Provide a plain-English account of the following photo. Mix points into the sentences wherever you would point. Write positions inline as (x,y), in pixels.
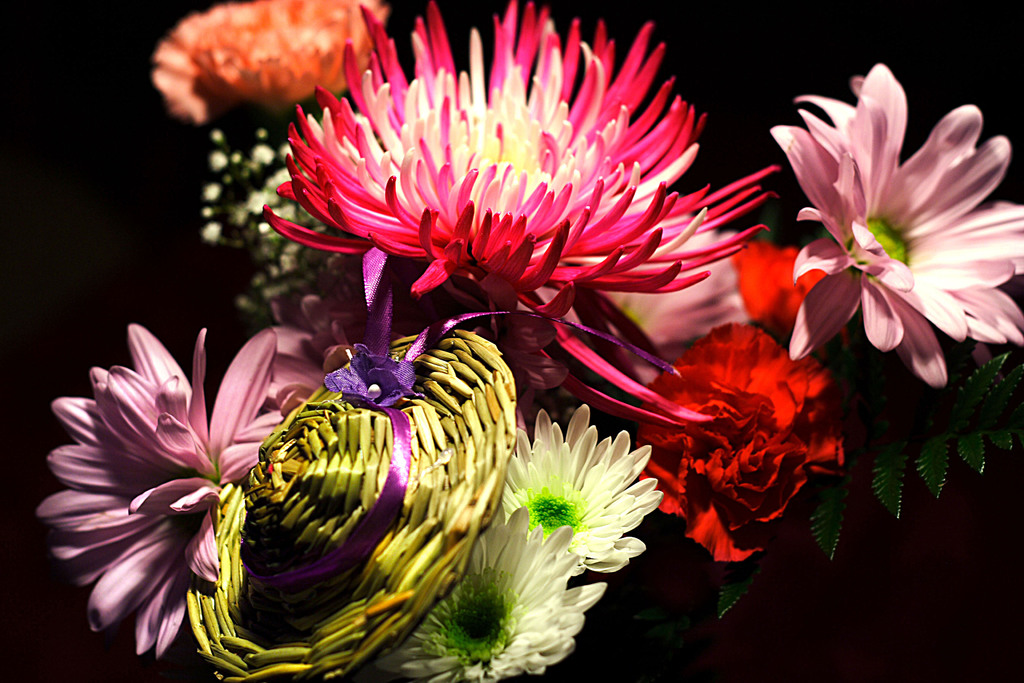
In this image the background (899,617) is dark. In the middle of the image (644,309) there is a bouquet (633,384) with beautiful flowers (591,247) and a toy hat (384,479).
